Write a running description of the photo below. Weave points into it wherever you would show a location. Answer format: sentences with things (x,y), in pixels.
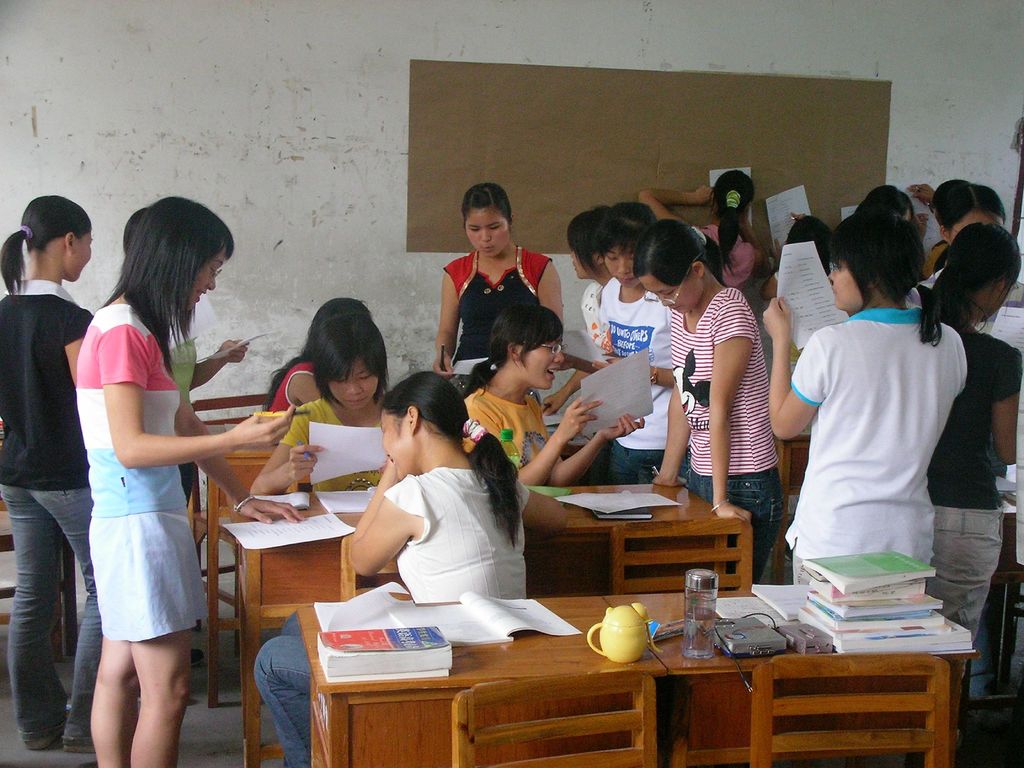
This is the picture inside of the room (177,99). There are group of people (540,360) in the image, few are standing and few are sitting. There are books (847,611), bottles (703,581), devices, papers (608,496) on the table (707,725). There are chairs (864,743) behind the table (654,614). At the back (841,132) there is a board (859,136) on the wall (369,99).
